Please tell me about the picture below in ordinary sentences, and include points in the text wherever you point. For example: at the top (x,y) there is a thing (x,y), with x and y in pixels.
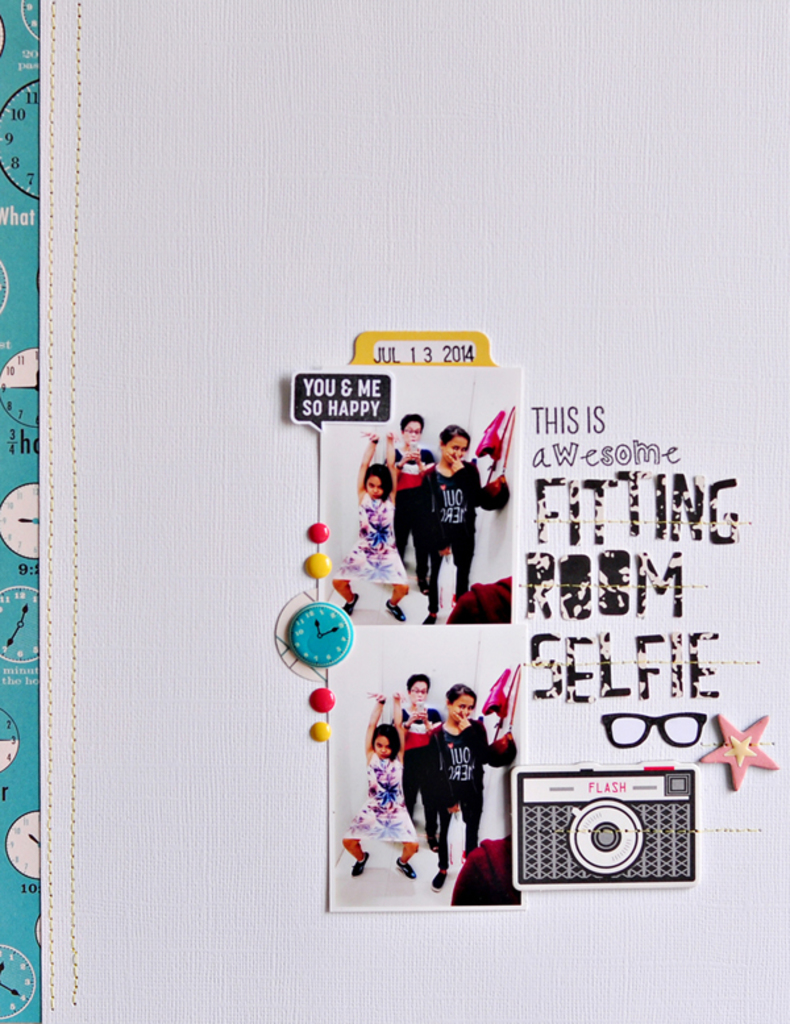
In this image there is a cloth (88,60) on that cloth (288,394) there are two photos (332,736) and there is some text (601,642), spectacles (698,727), star (747,749) and camera (617,811), on the left (20,342) there is blue color cloth (24,357) on that there are clocks (15,962).
